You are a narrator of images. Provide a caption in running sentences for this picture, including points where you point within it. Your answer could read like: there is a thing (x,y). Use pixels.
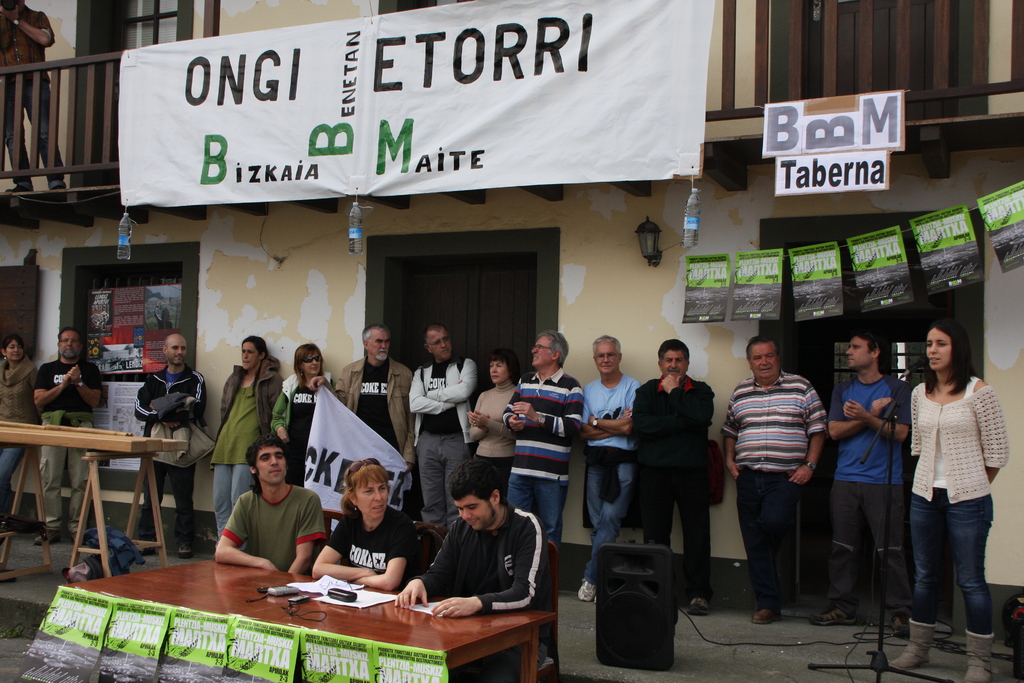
In this image i can see few people (265,516) sitting on chairs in front of a table (254,587) and few people (228,440) standing in the back of them. In the background (269,305) i can see a building (267,274), a door (505,287), a banner (217,130) and few water bottles (130,248).
